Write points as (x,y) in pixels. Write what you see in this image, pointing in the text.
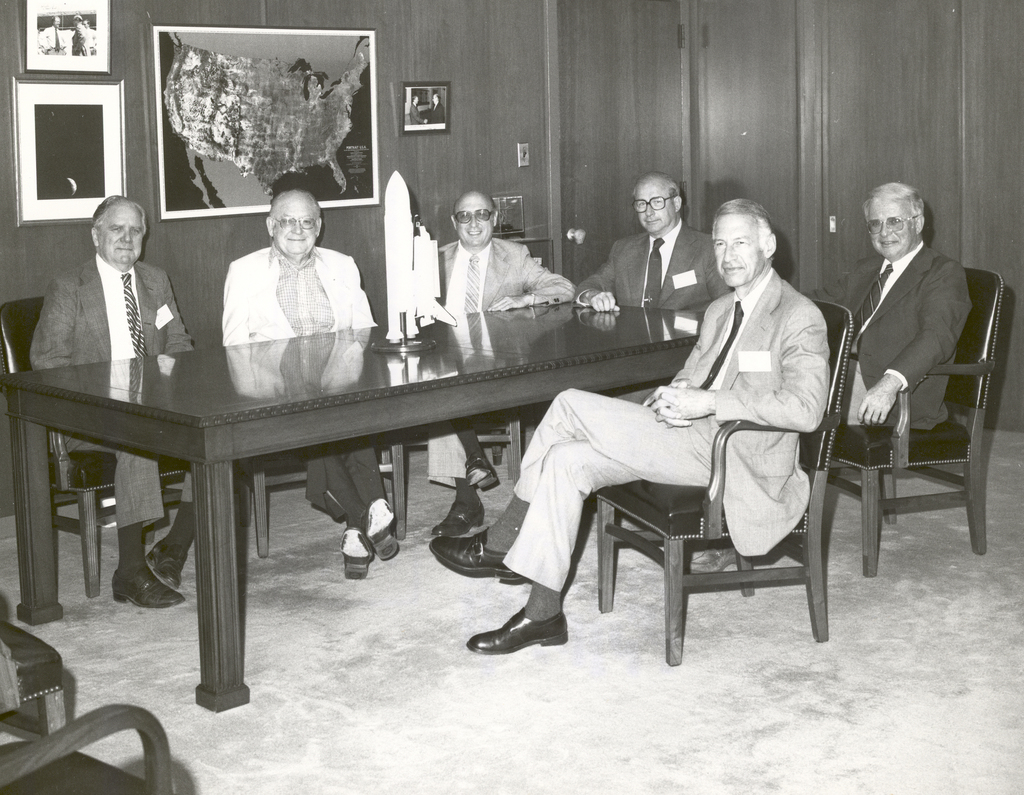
In this image there are chairs (6,641) and table (257,396). There is a rocket like object (405,297) on the table (414,359). There are people (458,440) sitting. There is a wall (1005,146). There are few photos (272,112) on the wall (433,7).
